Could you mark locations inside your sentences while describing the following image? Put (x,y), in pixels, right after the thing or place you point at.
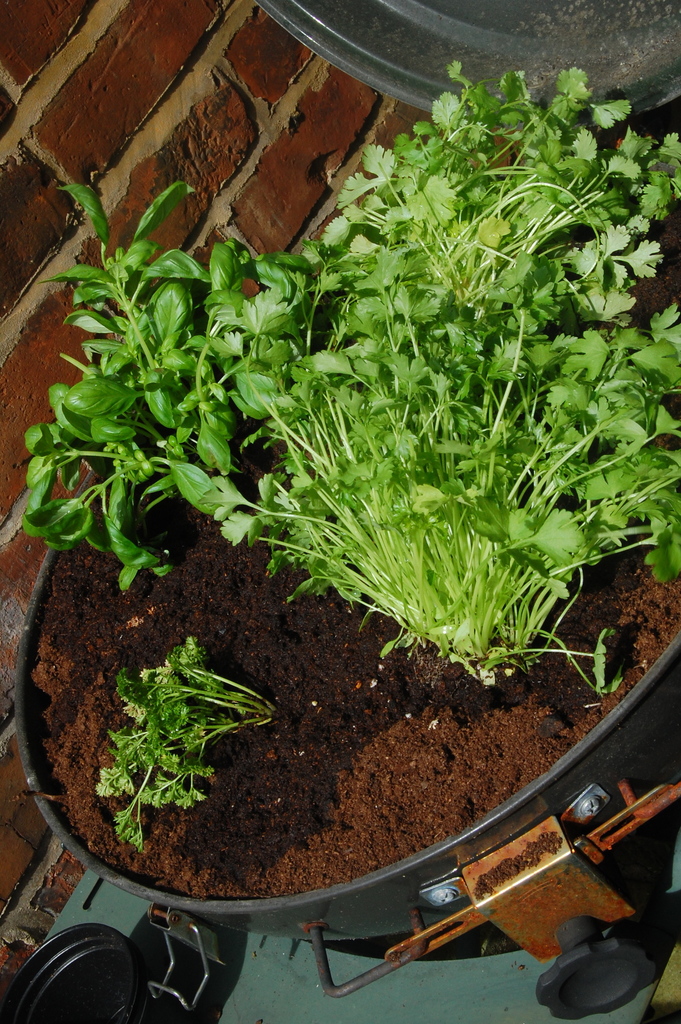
In this picture we can see a pot (506,804), there are plants (404,419) and soil (355,622) in the pot (578,748), in the background (69,125) there is a brick wall (46,104), at the left bottom (112,974) we can see another pot (102,976).
